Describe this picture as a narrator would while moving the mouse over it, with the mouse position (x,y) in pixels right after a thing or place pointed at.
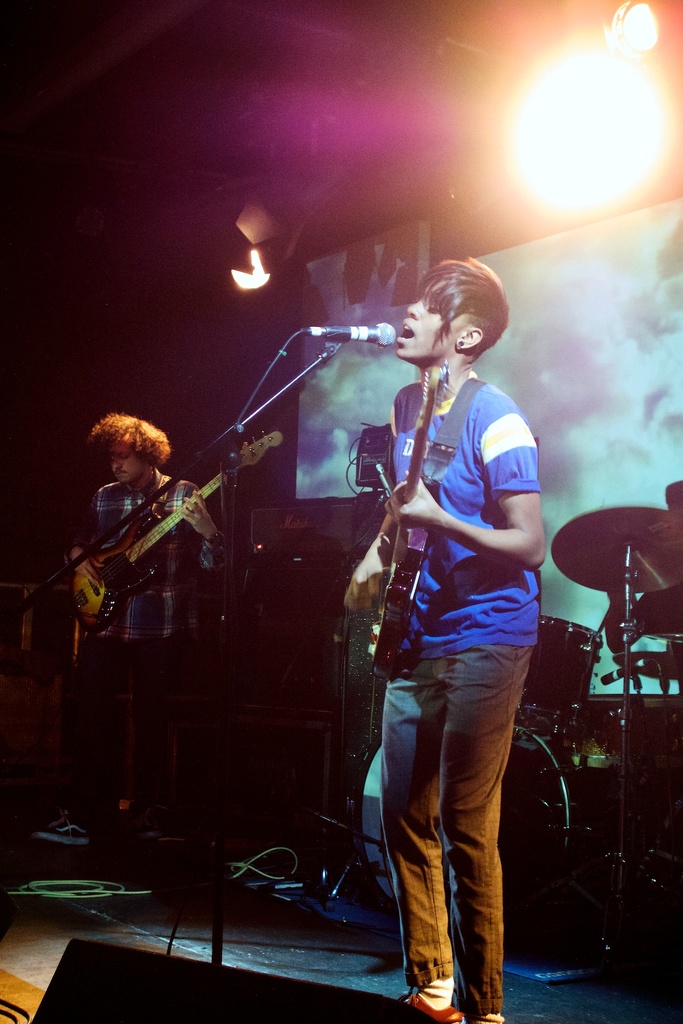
In this image there is a man (417,331) standing and playing guitar (412,676) by singing a song in the micro phone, in the back ground (638,442) there is another man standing and playing a guitar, another man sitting and playing the drums (559,690), there is a screen (565,280) and a focus light (565,190).
